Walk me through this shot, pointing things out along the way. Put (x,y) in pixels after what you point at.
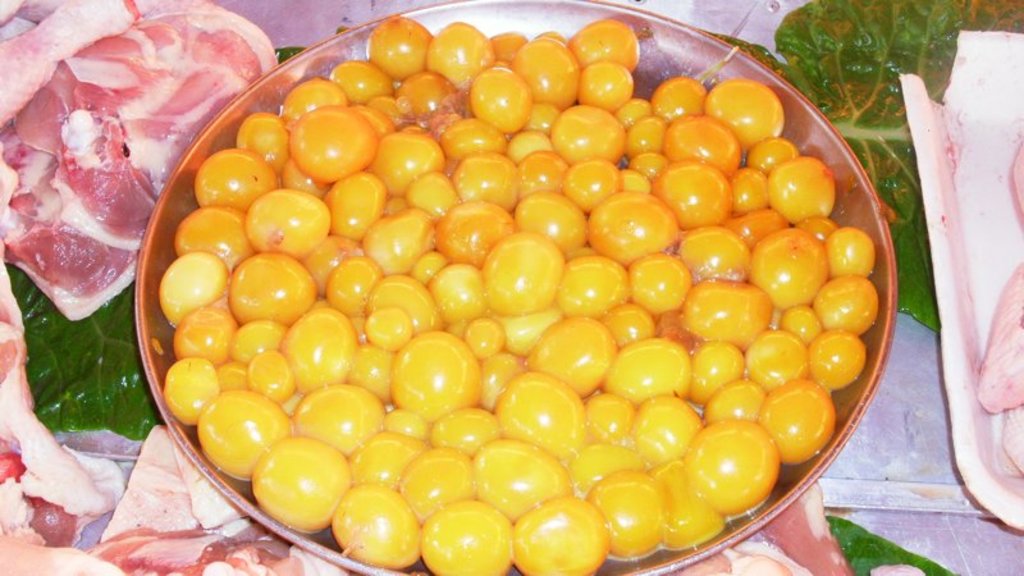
In this picture, there is some food (692,175) in the plate (741,331). On both the sides of the image, there is some meat (67,130) in the trays (982,189).
